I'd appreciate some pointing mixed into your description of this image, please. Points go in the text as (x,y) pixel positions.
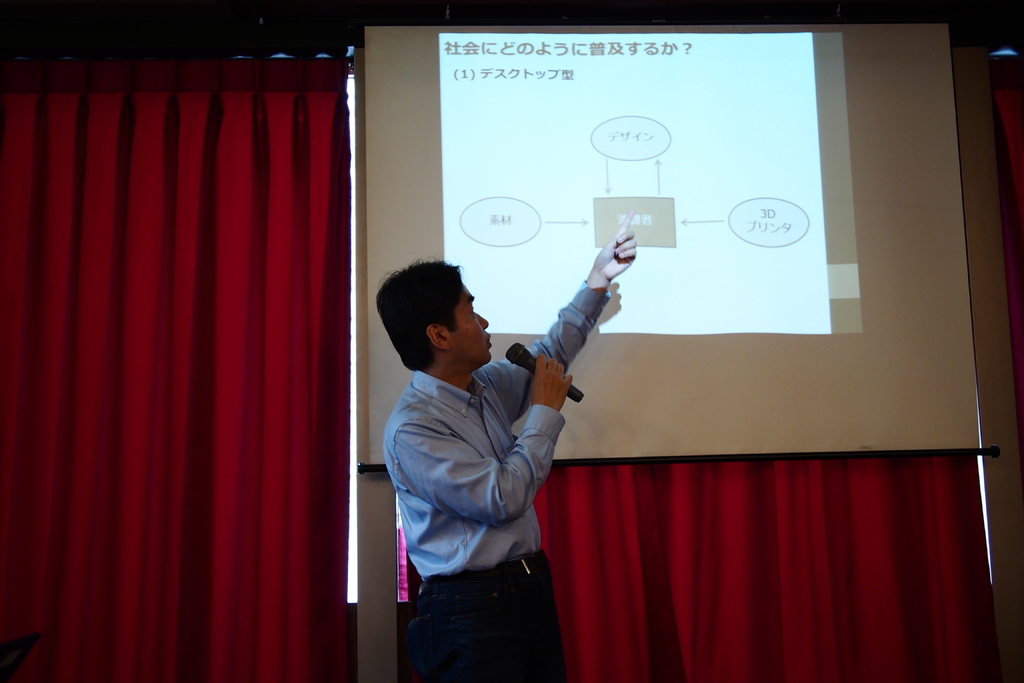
There is one person (491,494) standing and holding a Mic (526,361) in the middle of this image (474,449), and there is a red color curtain (249,421) in the background (297,431). There is a projector screen (548,228) present at the top of this image (583,207).
